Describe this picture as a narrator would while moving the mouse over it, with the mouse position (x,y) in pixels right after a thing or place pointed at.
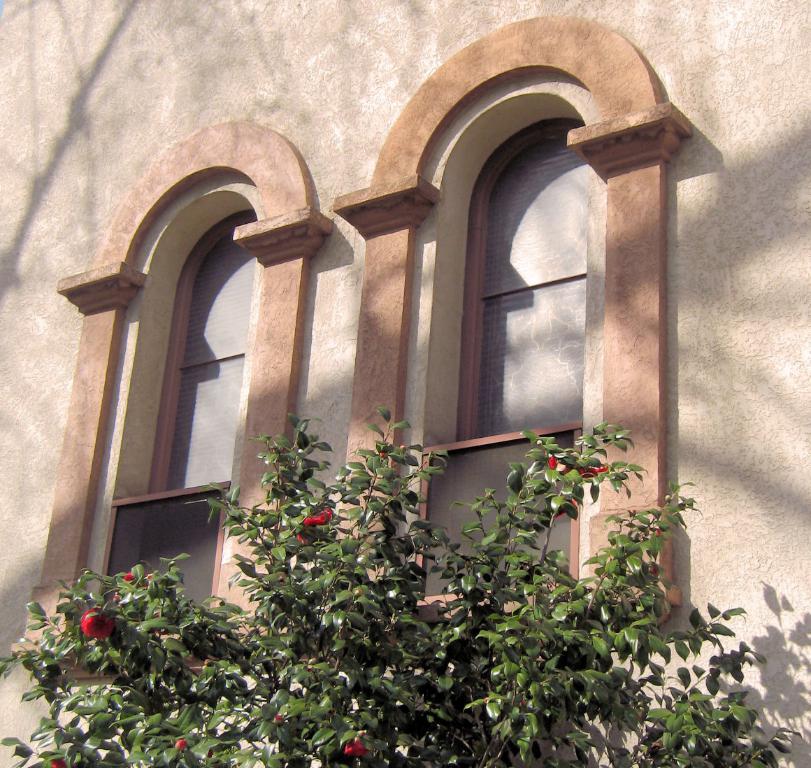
In this image we can see a wall (193,78) and windows (223,410) of a building (248,407). We can also see a plant (485,651) with flowers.
